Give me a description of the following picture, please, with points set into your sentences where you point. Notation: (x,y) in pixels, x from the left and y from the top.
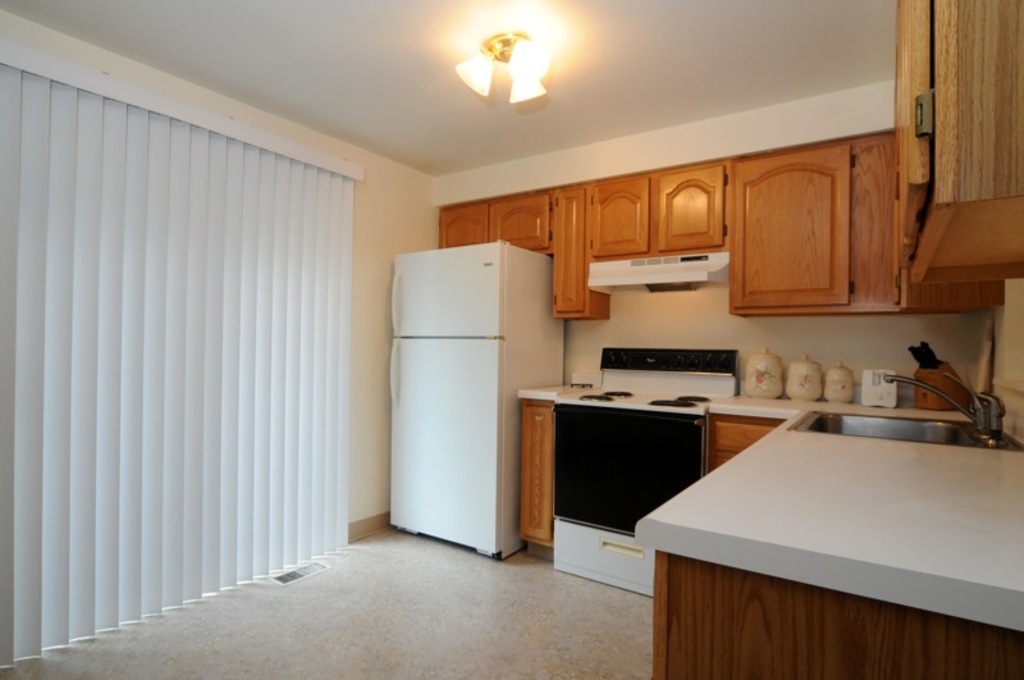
In this picture I can observe a kitchen (483,321). On the right side (737,493) there is a white color desk (767,501). I can observe a refrigerator (477,365) in the middle of the picture (430,333). There are some cupboards (650,222) which are in brown color. On the right side (893,423) I can observe a sink (923,426) and a tap (928,387). On the left side (77,325) I can observe white color curtain (283,516).
